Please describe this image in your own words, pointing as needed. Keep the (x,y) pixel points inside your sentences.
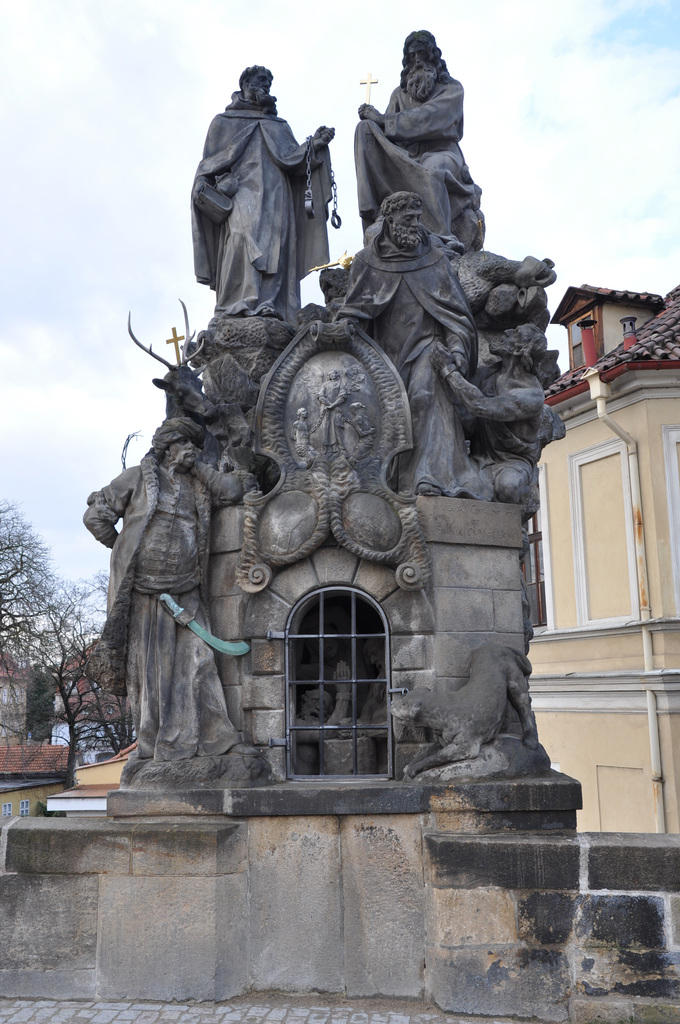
A stone carving (293,232). Background (565,614) there is a building (671,595) and bare tree (28,609).
